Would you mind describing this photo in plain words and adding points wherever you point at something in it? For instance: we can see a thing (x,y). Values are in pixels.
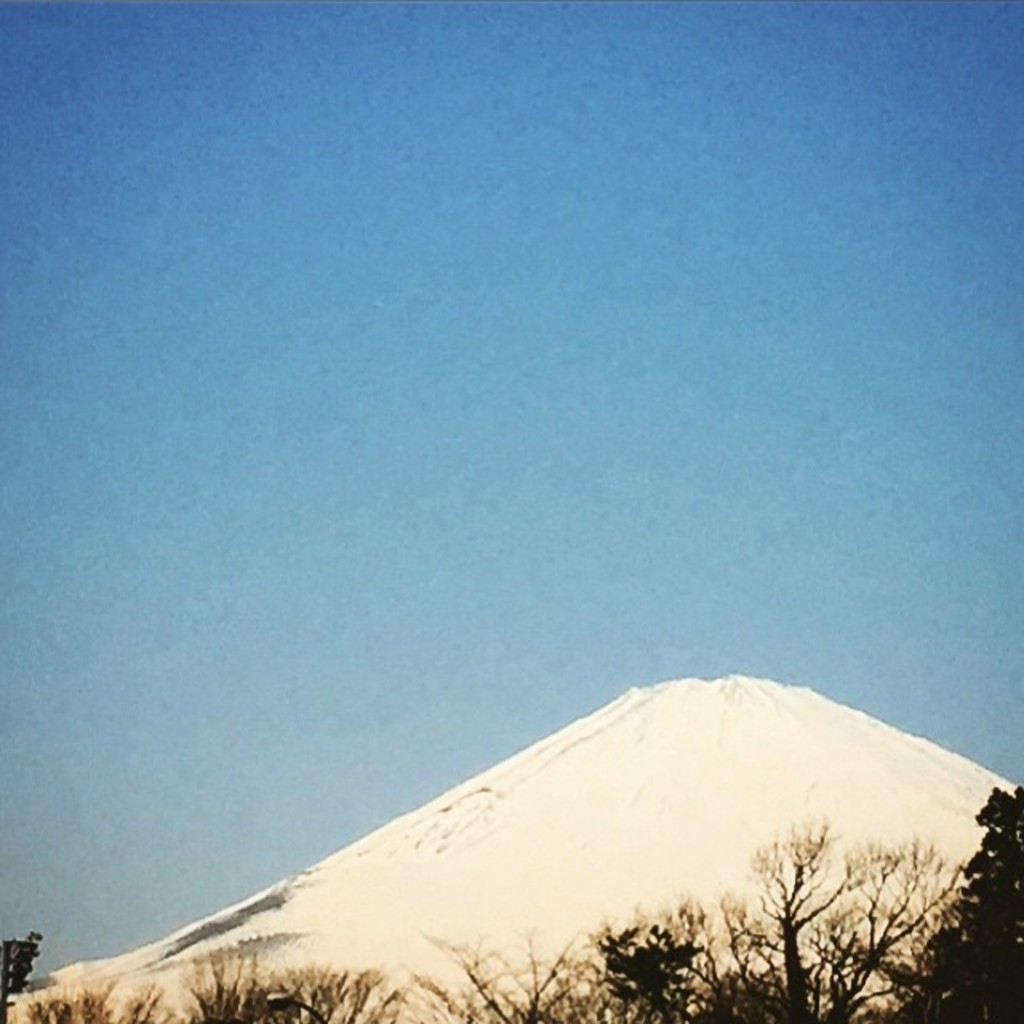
In this image I can see few dried trees (494,1007), background (426,732) I can see snow (497,829) in white color and the sky (499,339) is in blue color.
